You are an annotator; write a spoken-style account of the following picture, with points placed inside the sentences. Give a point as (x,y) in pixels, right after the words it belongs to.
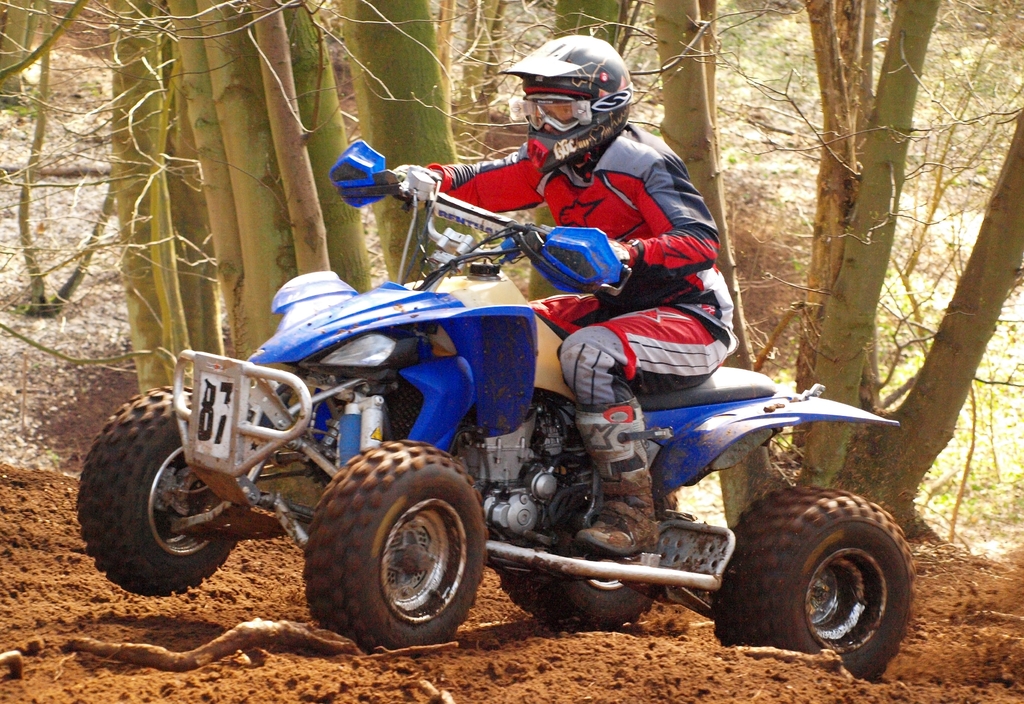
In this image in the center (483,404) there is a person (562,182) sitting on the vehicle (519,352). In the background (376,110) there are trees (417,123) and there are dead plants (737,223).
